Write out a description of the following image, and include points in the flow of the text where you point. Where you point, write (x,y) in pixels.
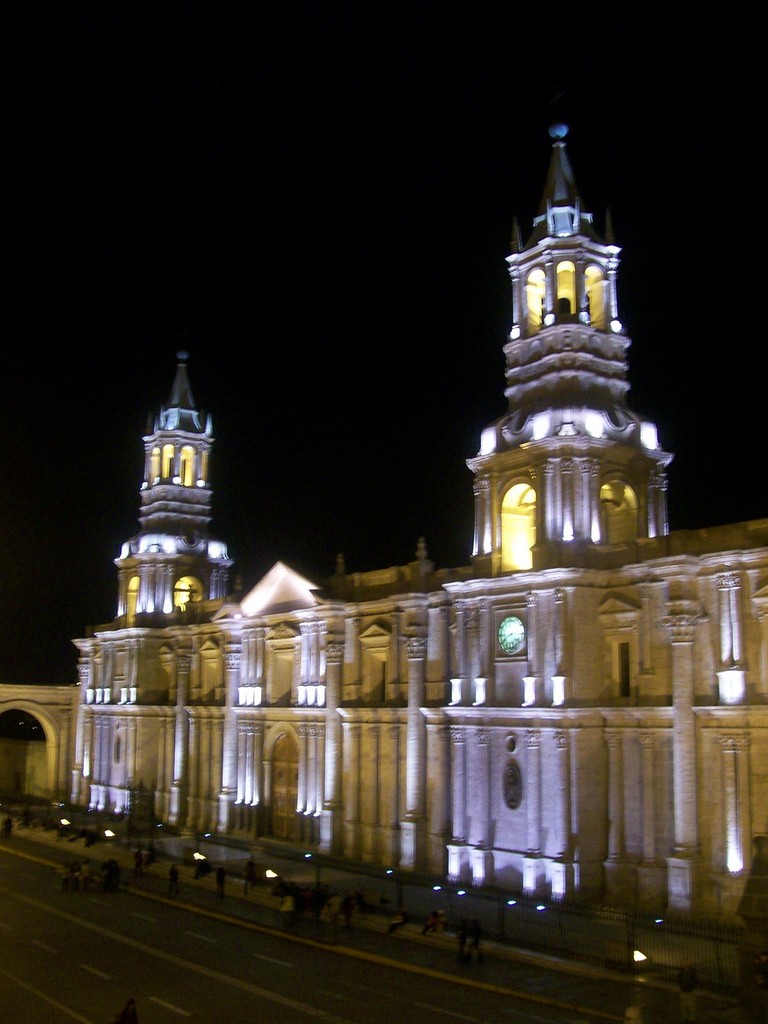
In this image in the background (377,728) there is a church (474,662) and persons (297,888) in front of the church (229,811).
